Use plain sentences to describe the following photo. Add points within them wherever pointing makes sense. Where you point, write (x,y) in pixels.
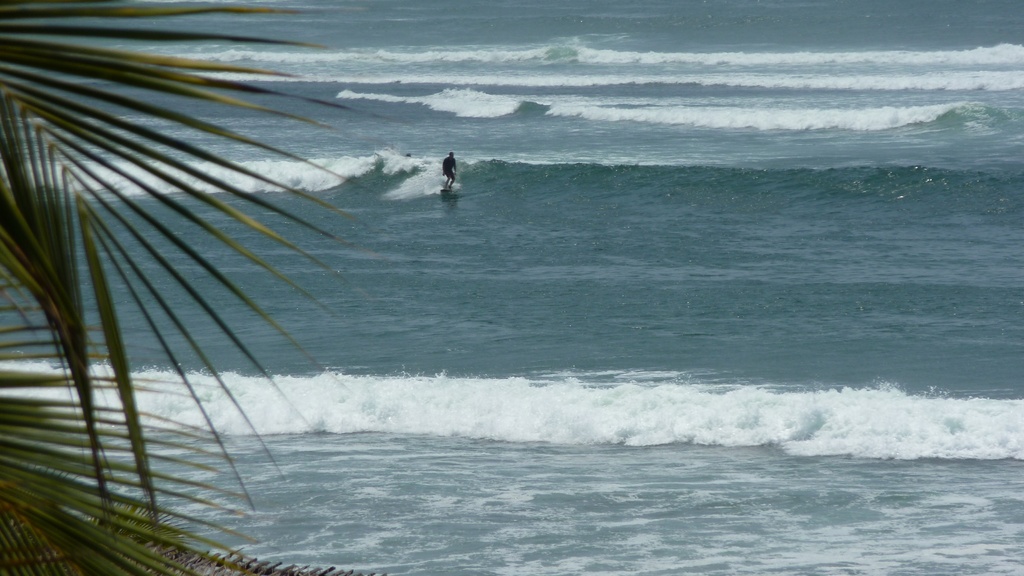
In this image there is water (698,229), there are waves (552,181), there is a man (455,156) surfing, there is a tree (60,263) towards the left of the image (76,331), there is an object (292,570) towards the bottom of the image (268,567).
